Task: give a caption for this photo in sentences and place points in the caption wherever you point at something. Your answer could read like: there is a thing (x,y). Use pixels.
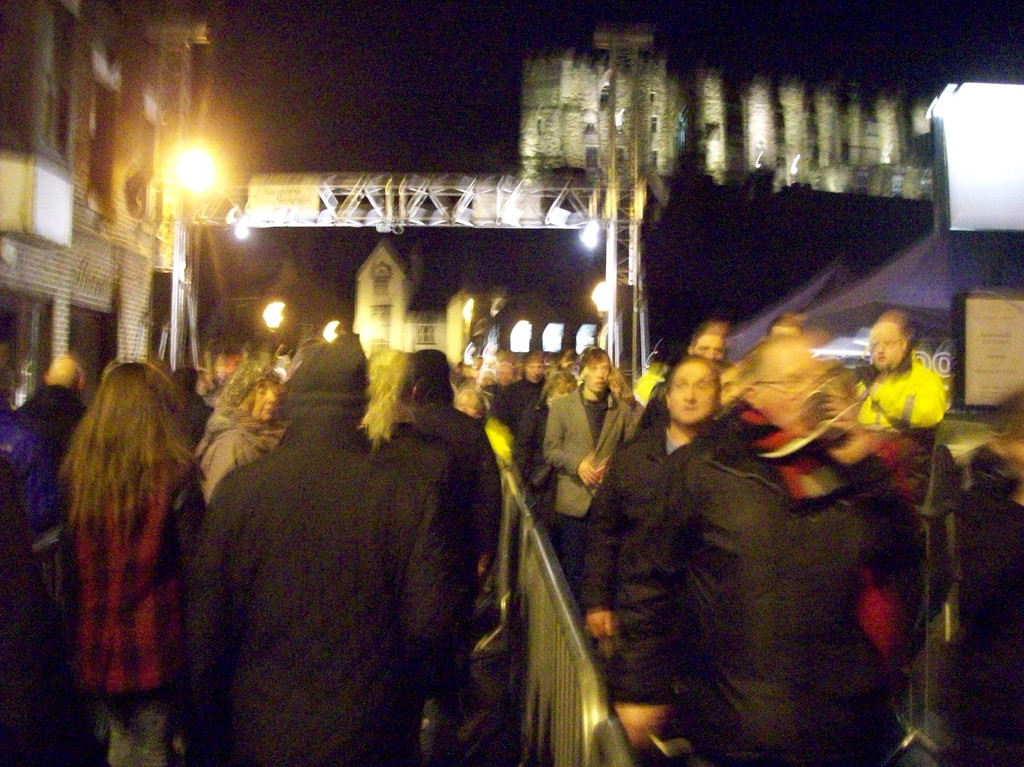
There are people (534,404) and a boundary (538,563) in the foreground area of the image (527,499) and there are lights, poles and buildings (369,285) in the background area (249,219).
